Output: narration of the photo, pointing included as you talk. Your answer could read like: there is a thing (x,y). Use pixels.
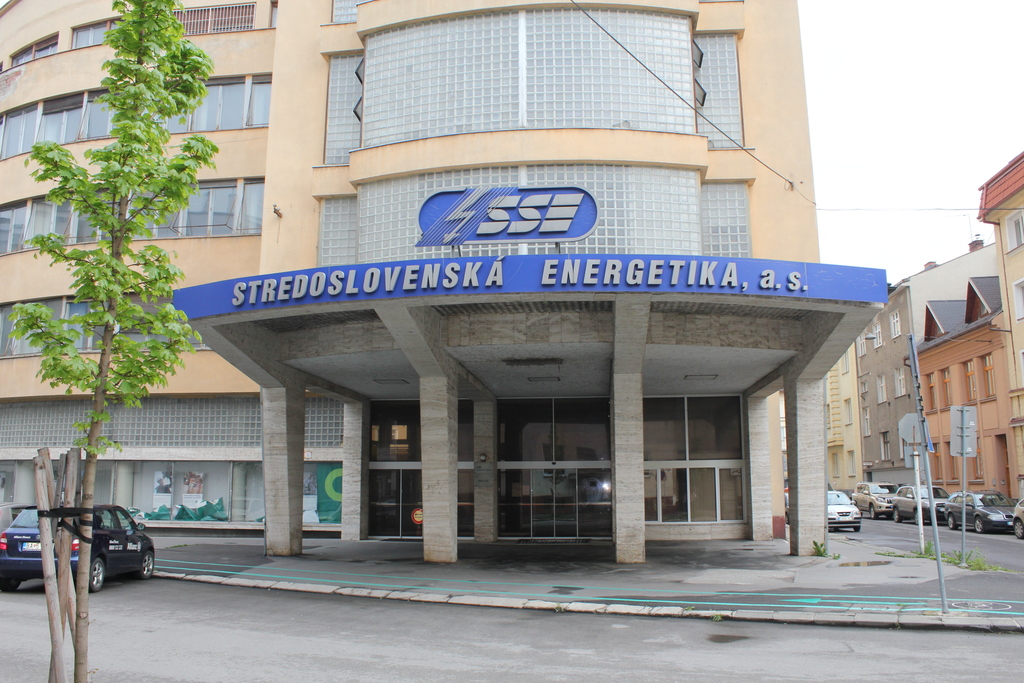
In this image there is a building (498,335) in the middle (592,333). On the right side (927,529) there is a road (913,535) on which there are so many cars (889,503). On the left side (41,551) there is a car (126,546) in front of the building (211,472). On the left side (86,546) bottom there is a tree (95,464). At the top (871,116) there is the sky (882,109). Beside the road (986,538) there are buildings (954,364).
